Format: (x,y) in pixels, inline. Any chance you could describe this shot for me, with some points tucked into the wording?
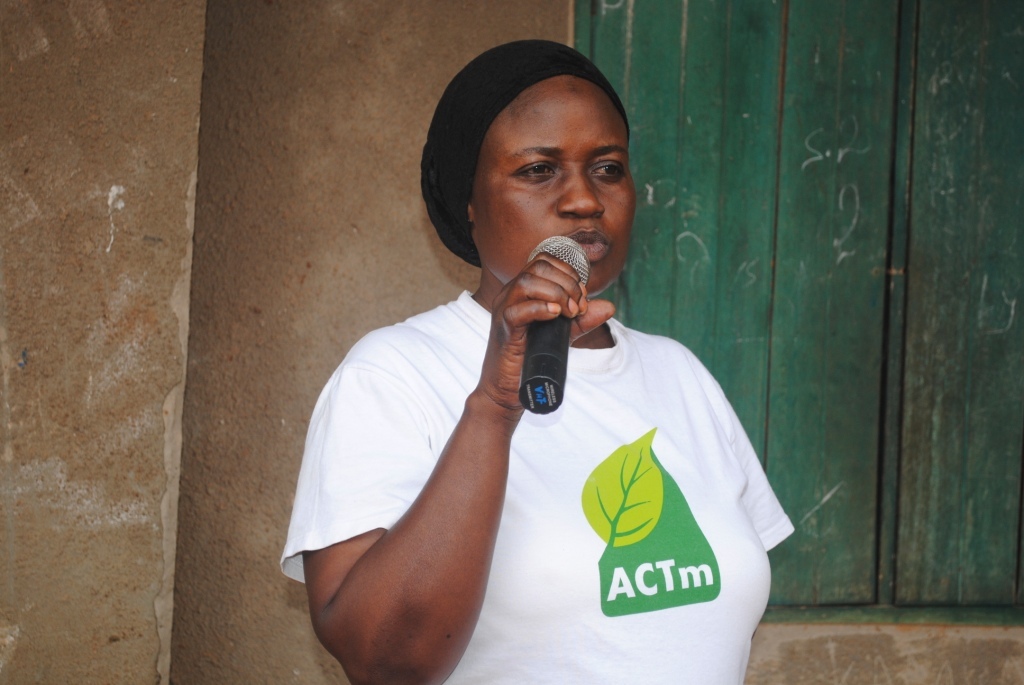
In this image I can see a woman (549,62) is holding a mike (556,332) in hand (518,332). In the background (718,145) I can see a wall (306,12) and a window (812,407). This image is taken may be during a day.
